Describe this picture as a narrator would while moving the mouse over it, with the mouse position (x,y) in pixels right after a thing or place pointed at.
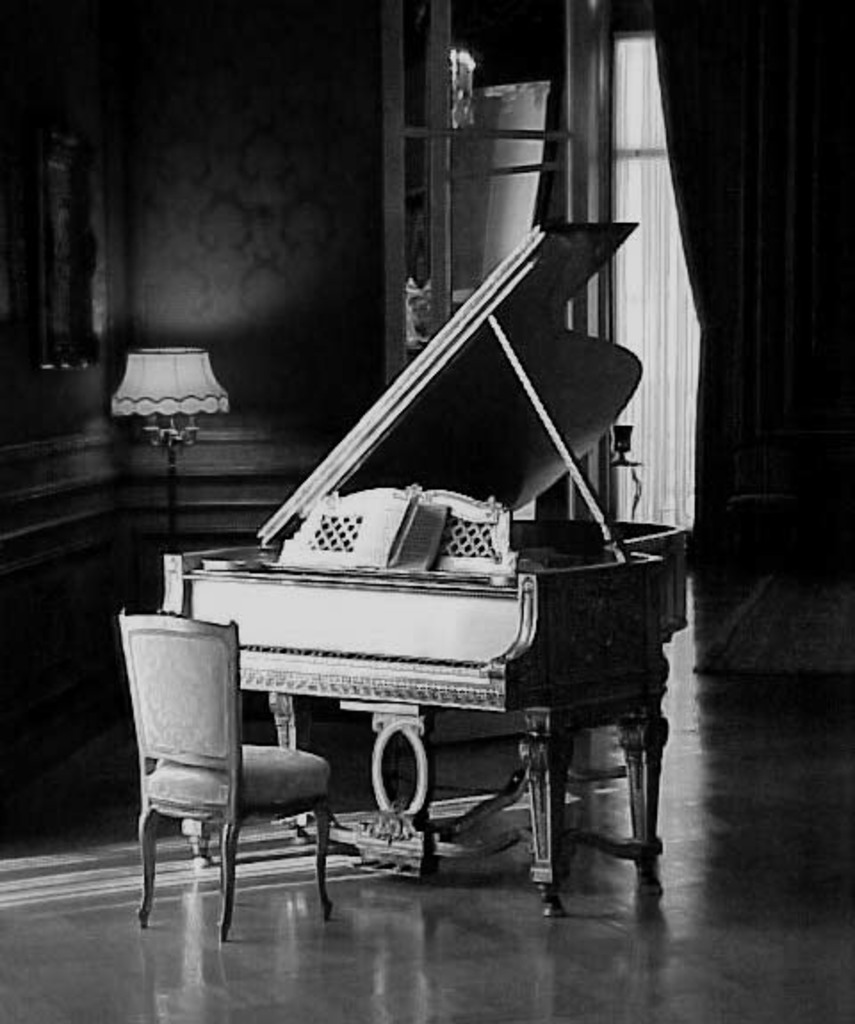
In the image we can see there is a piano (489,573) and in front (233,787) there is a chair (209,763) and beside there is a table lamp (175,446) and the image is in black and white colour.
